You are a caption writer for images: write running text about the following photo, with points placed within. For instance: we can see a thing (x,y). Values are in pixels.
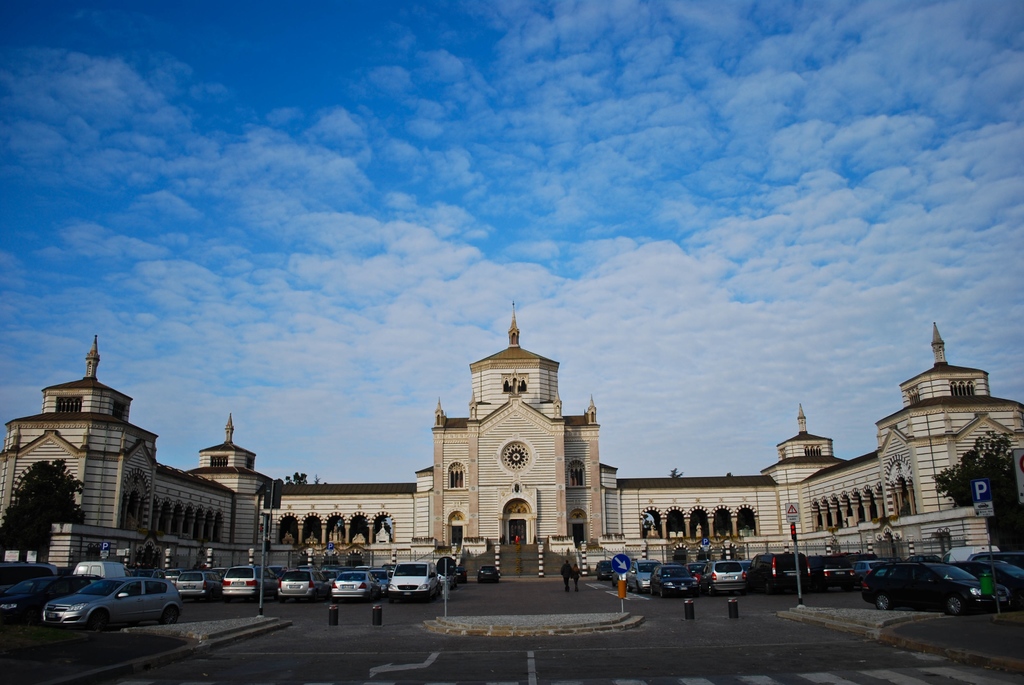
In this image I can see few roads (478,649) in the front (455,622) and on it I can see number of vehicles (128,609), few poles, few sign boards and I can also see few people (566,579) in the centre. In the background (529,570) I can see a building (507,503) and on the both side of this image I can see few trees (47,523). I can also see clouds (707,186) and the sky (494,246) in the background (598,195).
